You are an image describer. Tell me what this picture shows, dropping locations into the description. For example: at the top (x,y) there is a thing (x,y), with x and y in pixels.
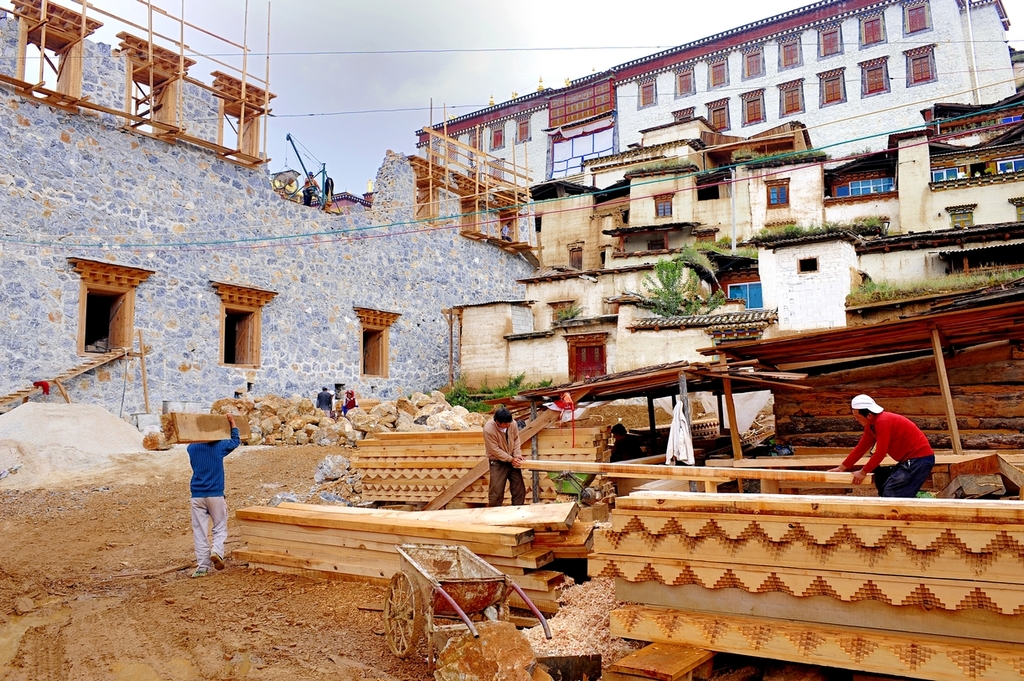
In this image we can see two people (894,467) holding a wood log (788,476) in their hands (515,464). One person (210,469) wearing a blue t shirt (223,464) is standing on the ground (222,587). In the foreground (398,582) we can see a cart (453,608), a rock (521,659), a group of wood logs (927,574). In the center (484,339) we can see a building (609,326) with group of windows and tree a door (591,349). On the left side (90,369), we can see a staircase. In the background (505,126), we can see a building (626,116) and sky (397,87).
